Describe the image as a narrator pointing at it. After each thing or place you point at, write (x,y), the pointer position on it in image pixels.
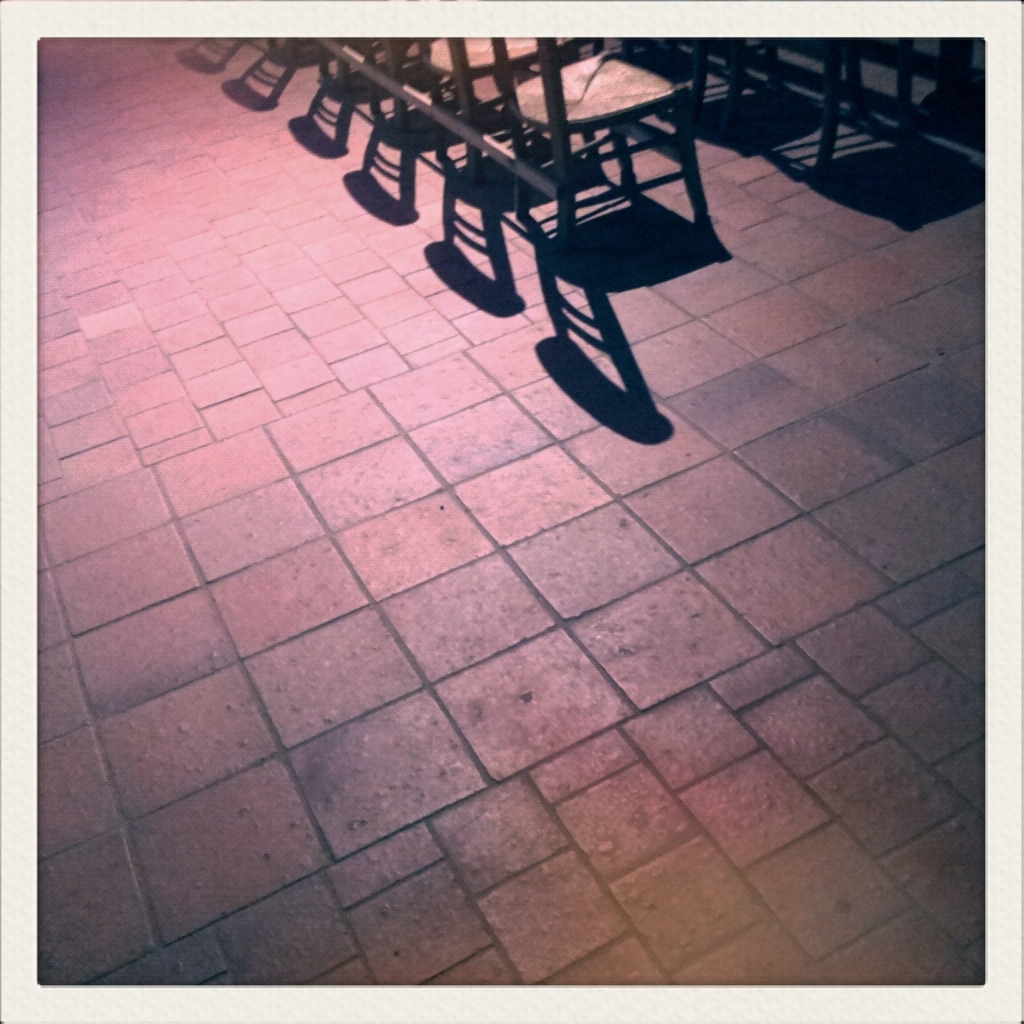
In this picture I can see many wooden chairs (592,79) on the floor (671,187), beside that I can see the shadow (370,188) of the chairs (582,65).
